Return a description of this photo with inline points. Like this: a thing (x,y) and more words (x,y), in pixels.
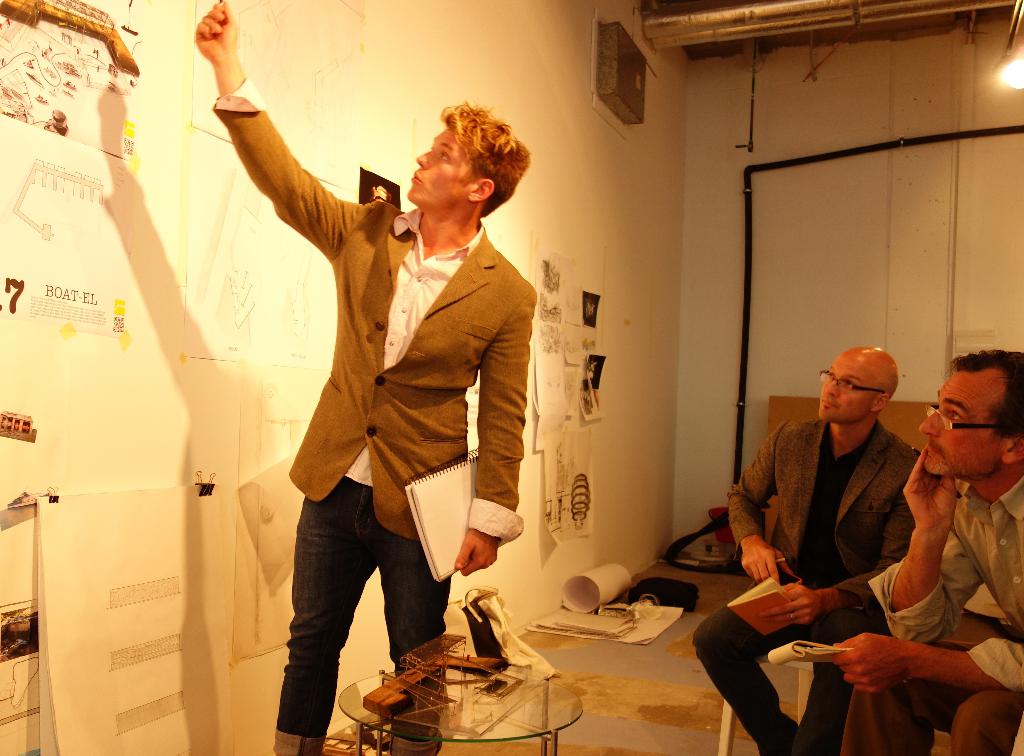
In this picture I can observe three men (511,453). Two of them are sitting on the chair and one of them is standing in the middle of the picture (406,364). On the left side (128,262) I can observe some charts (129,303) on the wall (144,331). In the background (610,450) I can observe wall (822,207).
